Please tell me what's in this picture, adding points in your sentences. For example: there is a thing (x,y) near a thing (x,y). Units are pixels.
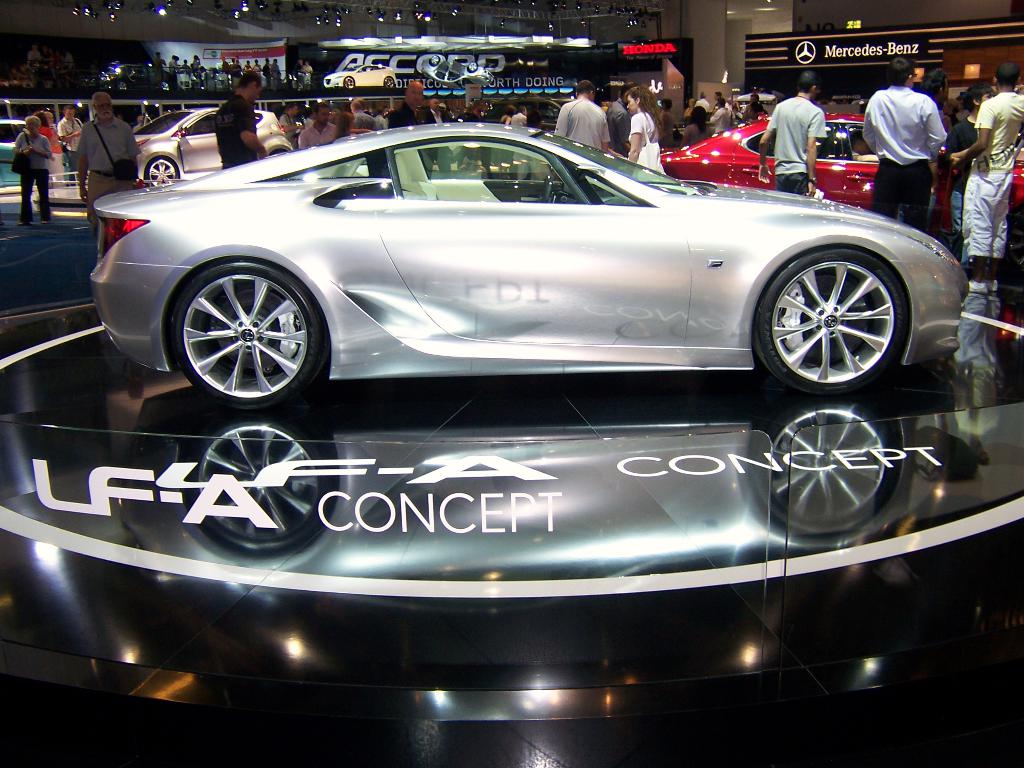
In this picture I can see vehicles (855,309), there are group of people (972,233) standing, there are lights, lighting truss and there are boards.
